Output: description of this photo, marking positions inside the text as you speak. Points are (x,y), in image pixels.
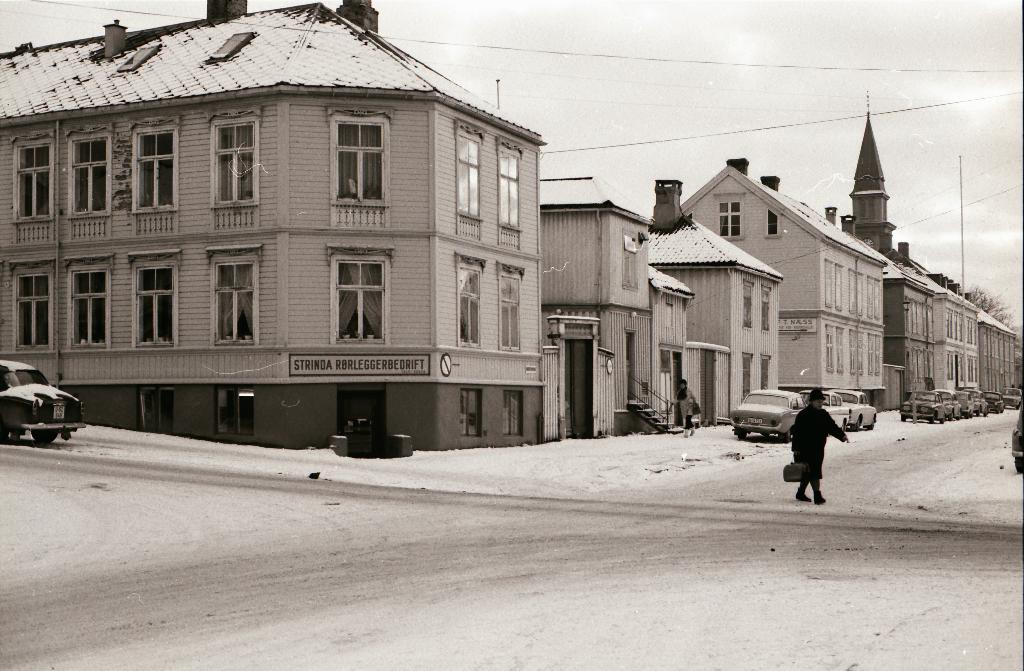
In this image, we can see the road (8,524), on the right side (820,437) there is a person (821,452) walking, we can see some cars (789,402), there are some buildings (414,234), we can see the windows (221,289) on the building (287,168), at the top (644,71) there is a sky (689,44).
